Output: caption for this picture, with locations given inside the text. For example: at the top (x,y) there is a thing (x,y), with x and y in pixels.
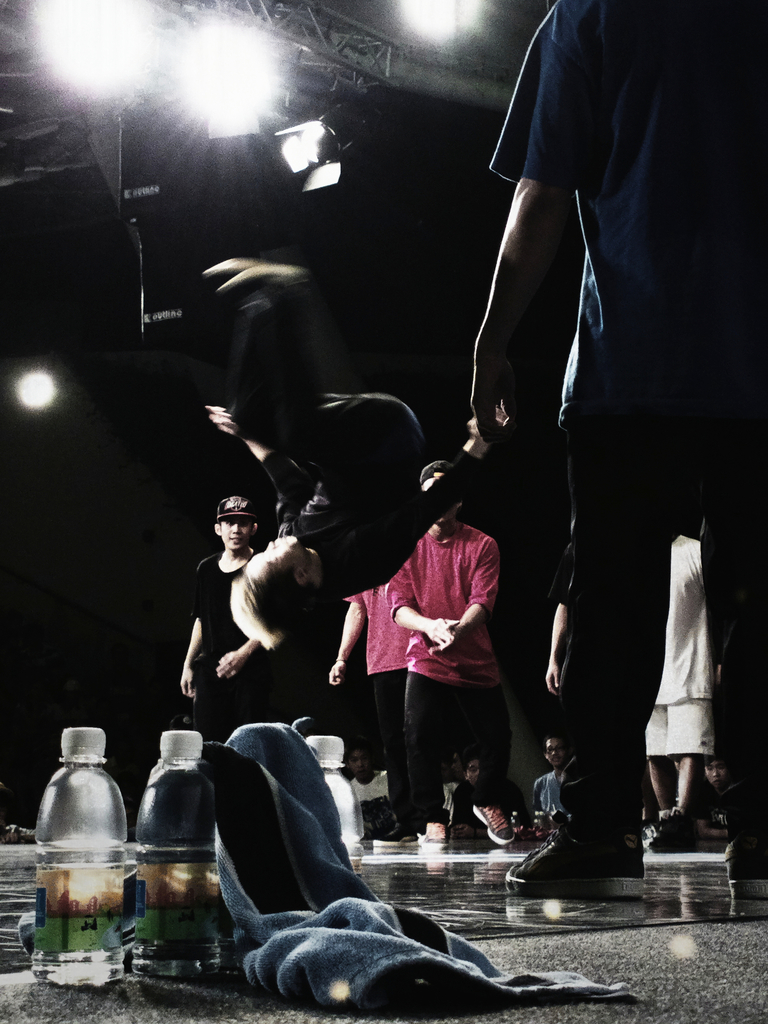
In this picture in the bottom (148,953) there are three bottles (161,883) and one cloth (311,889). There are many people (234,508) standing on the stage (568,905). And one man (338,526) is rotating. On the top (227,54) there are many lights (174,62).
